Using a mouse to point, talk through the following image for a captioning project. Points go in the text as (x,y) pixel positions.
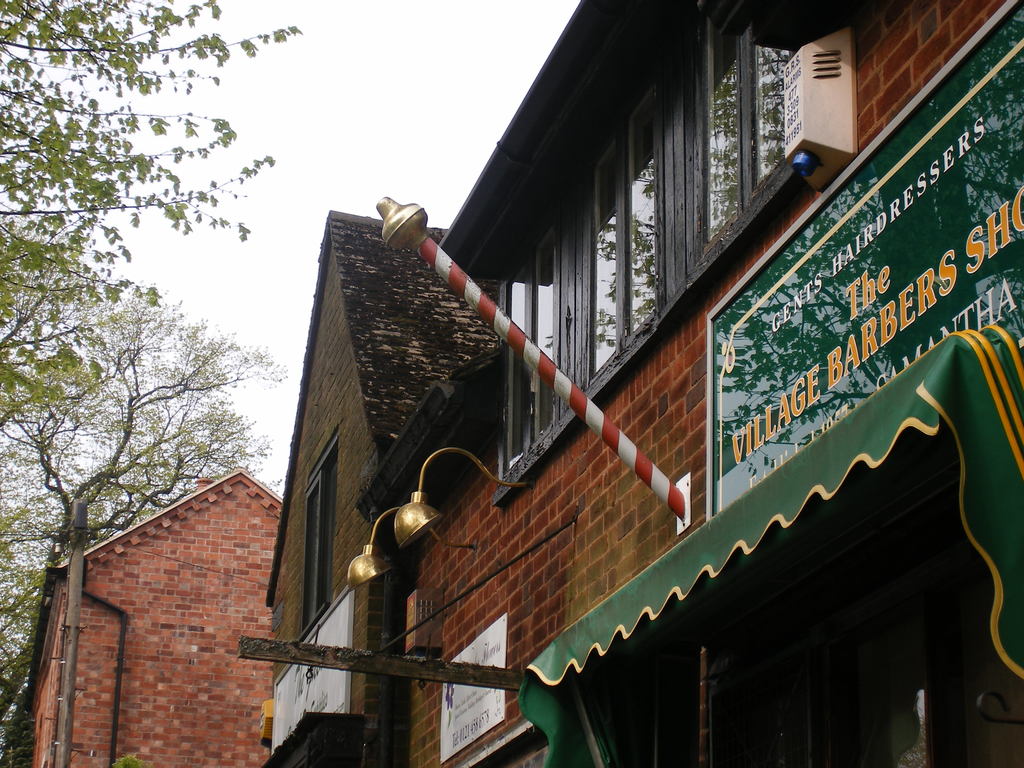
In this image there are shops (614,723), on that there is a board (967,319) on that board (816,388) there is some text (773,401), on the left side (3,409) there are trees (116,455) on the top (424,62) there is the sky (425,109).
